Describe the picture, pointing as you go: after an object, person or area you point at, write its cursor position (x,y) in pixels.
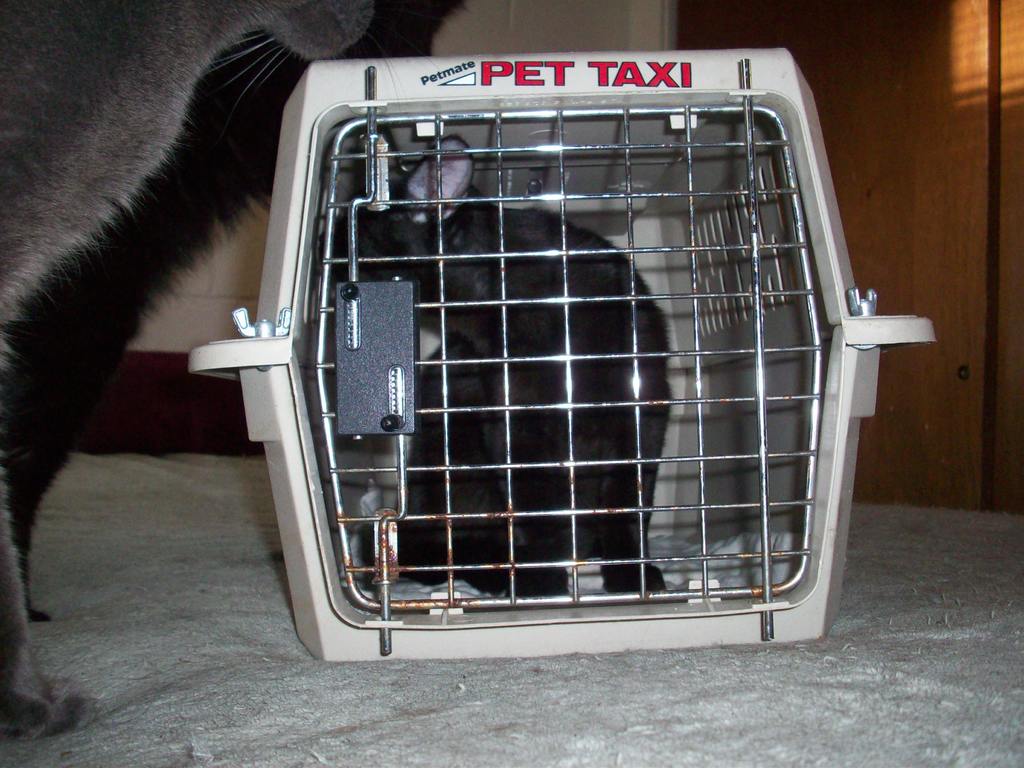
This picture seems to be clicked inside. On the left corner (97,41) there is an animal (90,94) seems to be standing on the ground (152,651). In the center (677,264) there is a device (573,631) placed on the ground (531,690). In the background (930,40) we can see the wall (535,23) and a white color object (499,39).
